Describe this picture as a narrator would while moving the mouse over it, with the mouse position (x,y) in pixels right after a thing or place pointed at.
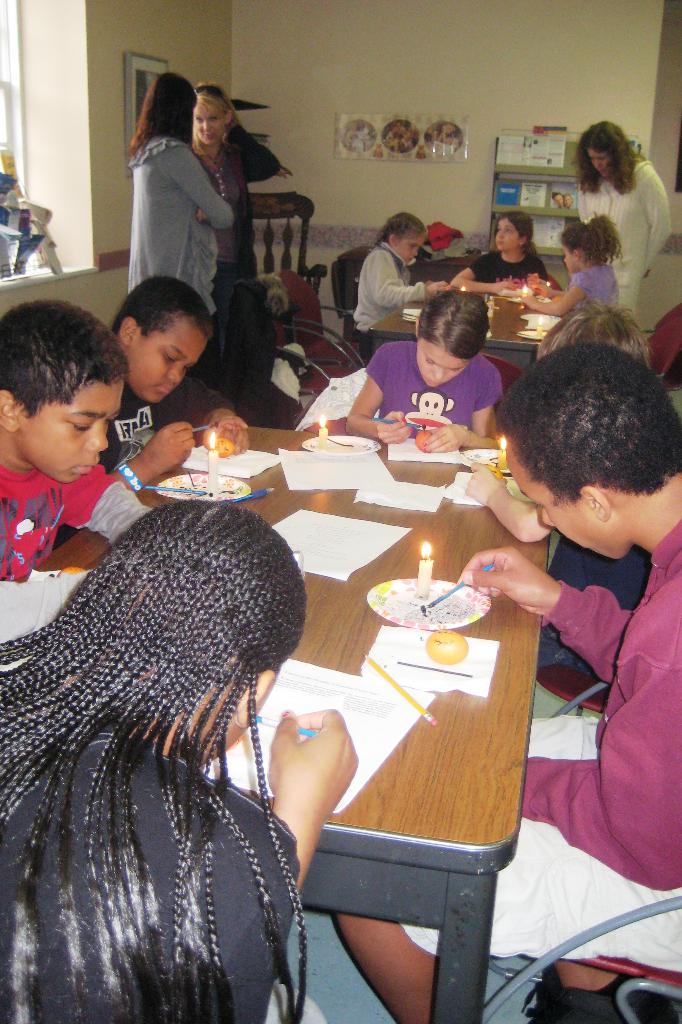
There are six kids (519,422) sitting around a table (395,786). On the table (409,774) there are pencils (422,710), paper (425,671), plate (414,613), candle (425,586) and a pen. There are two boys (149,480) to the left side of the table (259,433). And two boys (588,488) to the right side of the table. And on the both the ends there are two girls (202,814). Behind them there is another table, there three girls (498,282) are sitting. There to the top right corner (627,210) there is a lady (636,206) with white dress (640,210) is standing. Behind her there is a cupboard (546,201) with books (533,203) in it. To the left side (221,172) there are two ladies (210,170) standing and talking. Beside a lady (281,172) with black dress (232,175) there is a chair (275,213).
